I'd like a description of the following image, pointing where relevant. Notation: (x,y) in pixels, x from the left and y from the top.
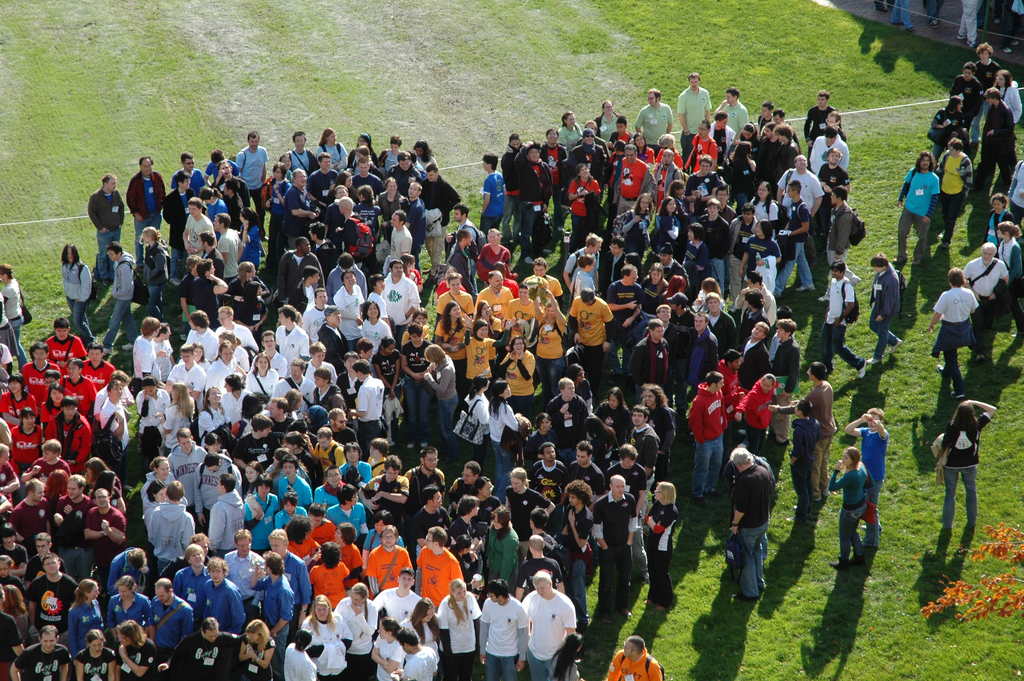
This image is taken outdoors. At the bottom of the image (811,602) there is a ground (861,572) with grass (918,665) on it. In the middle of the image (408,288) many people (593,535) are standing on the ground (998,512) and a few (961,313) are walking. On the right side of the image (962,589) there is a tree (974,557). At the top right of the image (1006,10) a few (932,3) are walking on the road (943,23).
